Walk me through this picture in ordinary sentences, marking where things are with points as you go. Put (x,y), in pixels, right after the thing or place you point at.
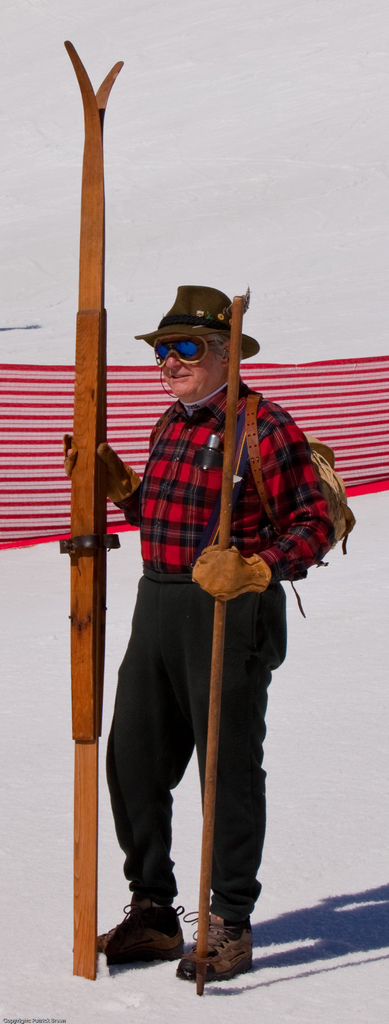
In the image we can see there is a man (200,591) who is standing on the ground (14,921) and the ground (277,867) is covered with snow (277,943). The person (200,407) is wearing goggles (199,345), hat (199,294), the person (205,295) is holding the wooden pole (203,924) in his hand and he is carrying a backpack (333,517).
